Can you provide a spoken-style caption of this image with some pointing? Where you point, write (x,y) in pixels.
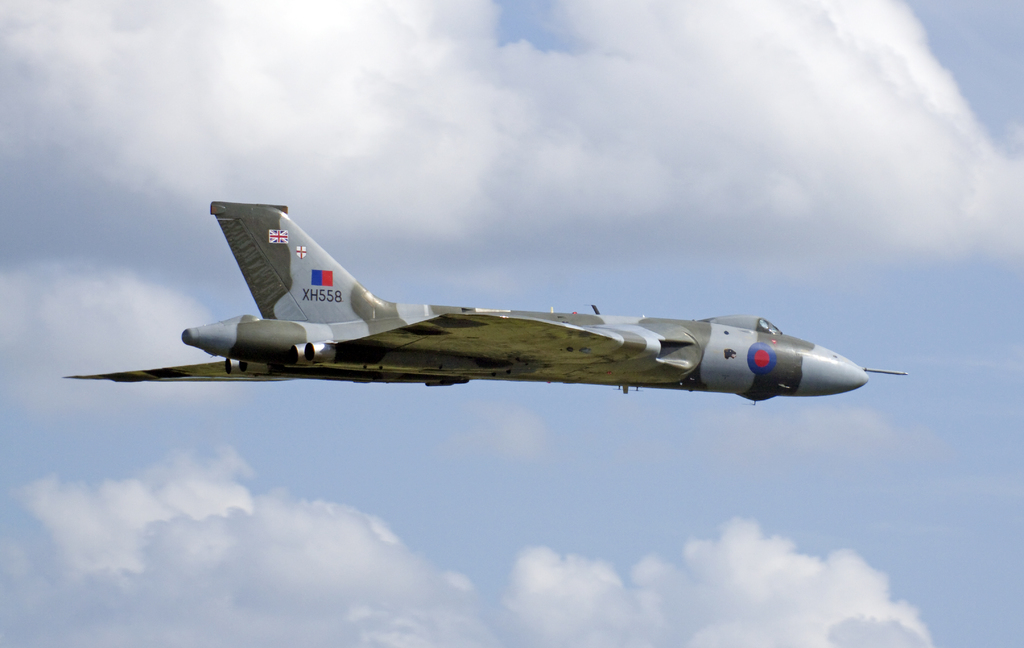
In this image we can see a flying aircraft (553,357). There is a blue and cloudy sky (713,167) in the image.
